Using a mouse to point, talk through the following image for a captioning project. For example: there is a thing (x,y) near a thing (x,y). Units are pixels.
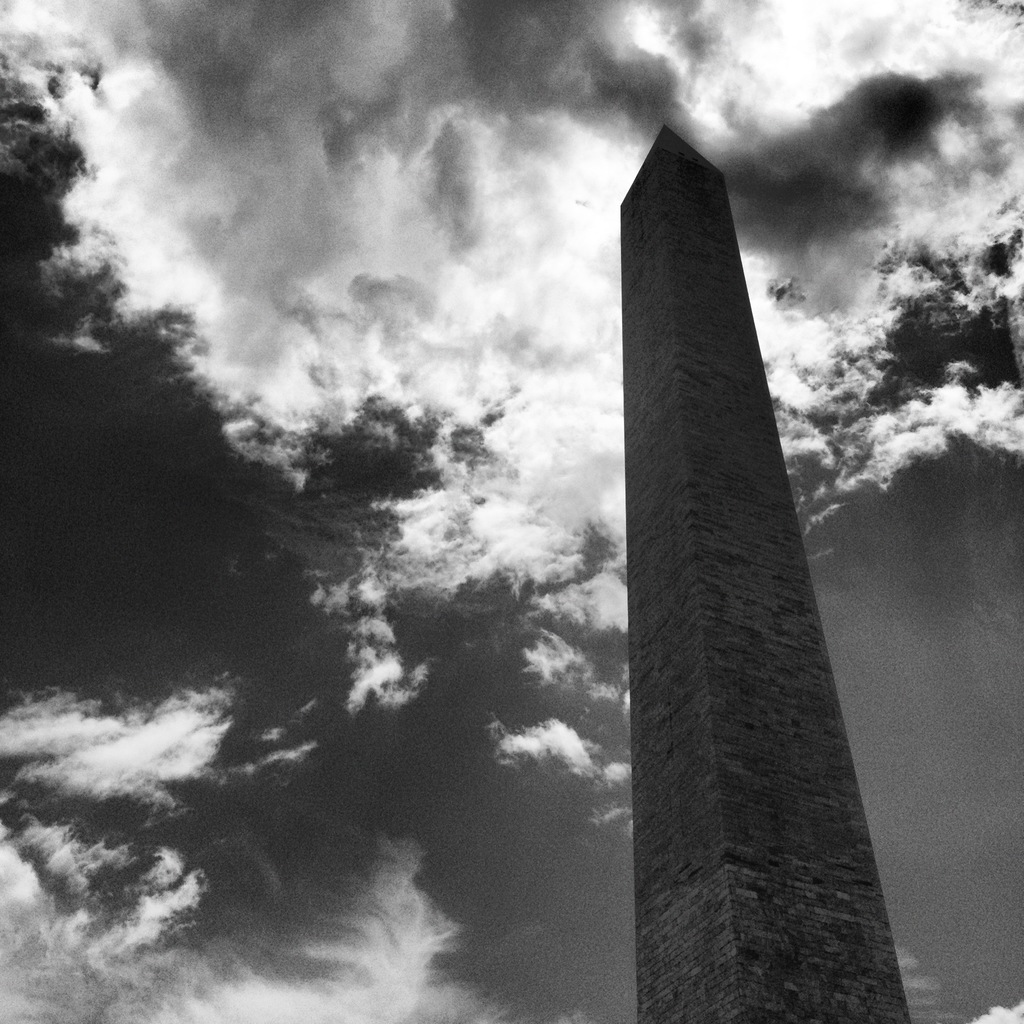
In this image we can see a monument (737,598). We can see the cloudy sky (452,444) in the image.
